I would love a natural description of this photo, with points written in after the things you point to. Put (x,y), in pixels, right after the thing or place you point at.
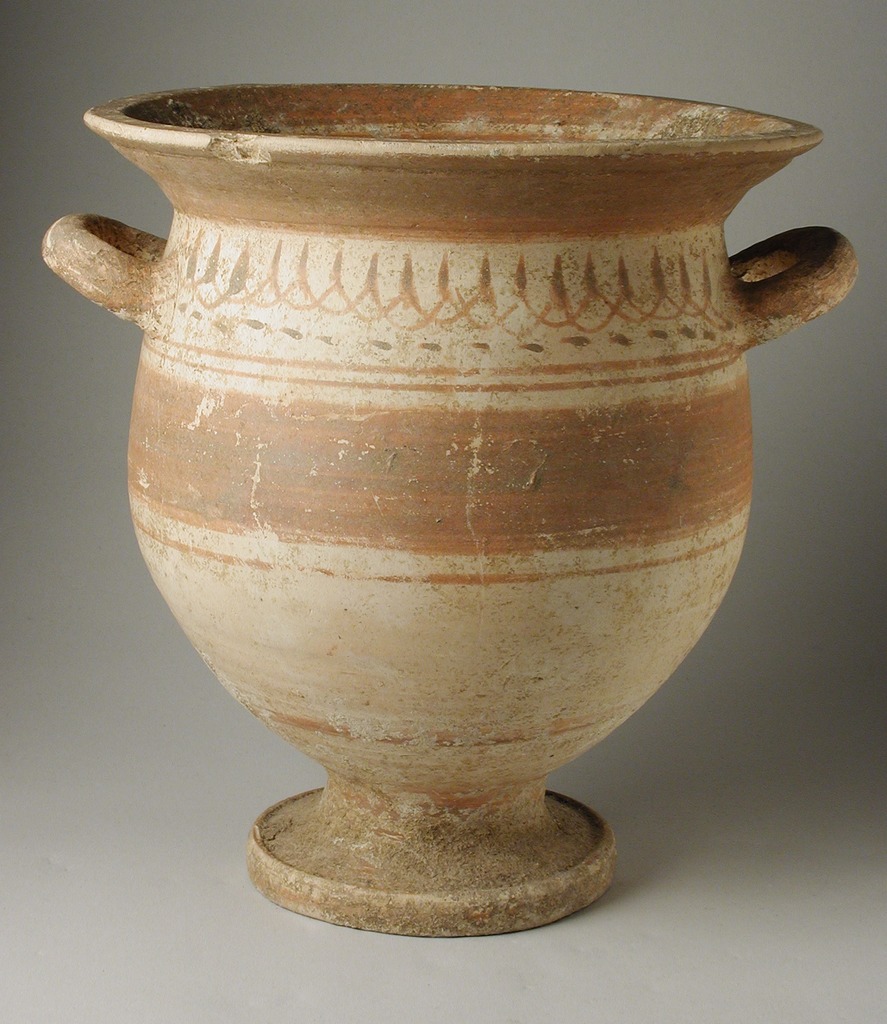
In this picture I can see there is a object (74,222) placed on the white surface (107,910).
